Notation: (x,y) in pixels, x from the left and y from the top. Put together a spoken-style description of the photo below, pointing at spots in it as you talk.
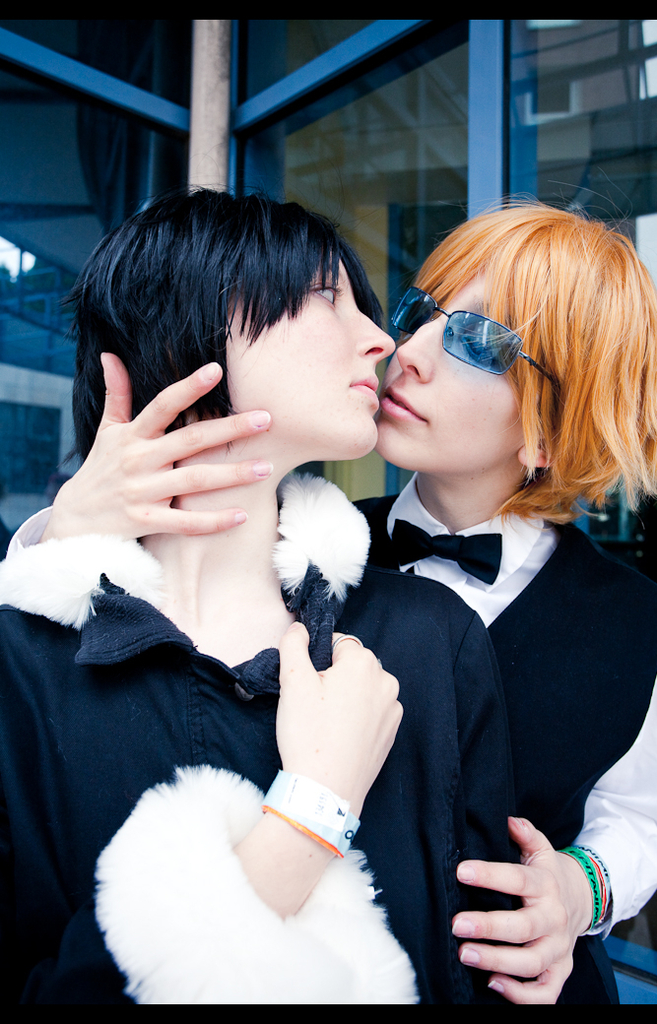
In this image I see 2 women (346,385) who are wearing white and black dress (629,895) and I see that this woman (408,314) is wearing shades (425,305) and in the background (417,181) I see the window glasses (387,272).
